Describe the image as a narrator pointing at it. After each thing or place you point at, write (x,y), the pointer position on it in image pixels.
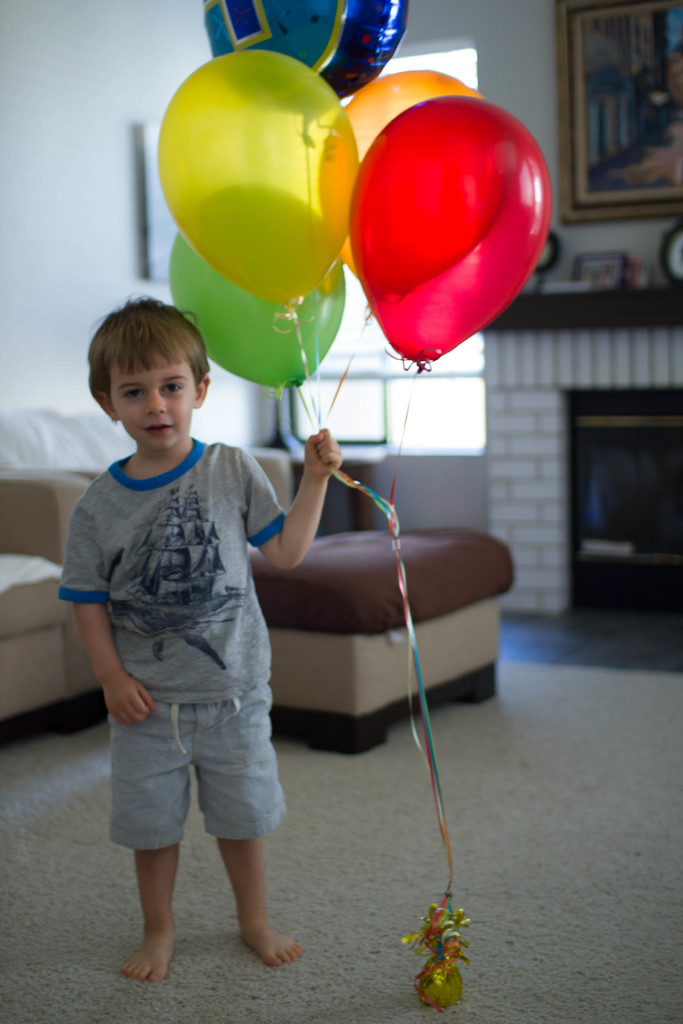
In the center of the image (239,509) there is a boy (169,655) standing on carpet (223,871) and holding balloons (282,333). In the background (457,545) we can see sofa (31,621), window (426,396), photo frame (627,44) and wall (117,35).
